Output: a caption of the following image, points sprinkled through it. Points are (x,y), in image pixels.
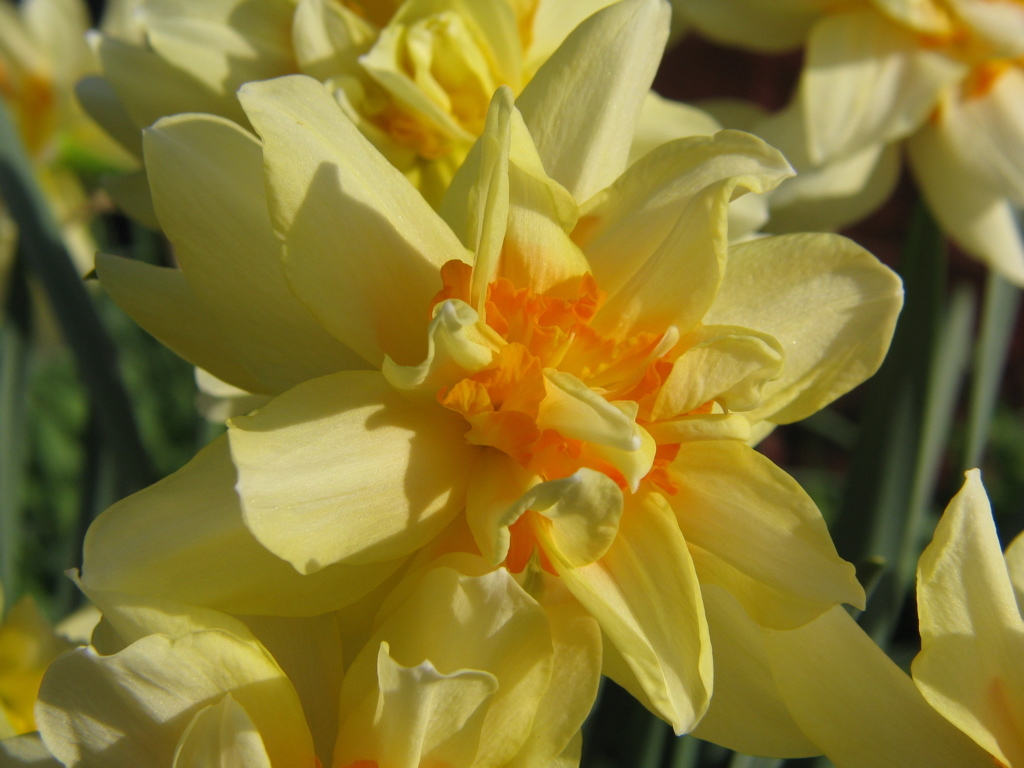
In the center of the image (679,508) we can see flowers (720,112) which are in yellow color.
